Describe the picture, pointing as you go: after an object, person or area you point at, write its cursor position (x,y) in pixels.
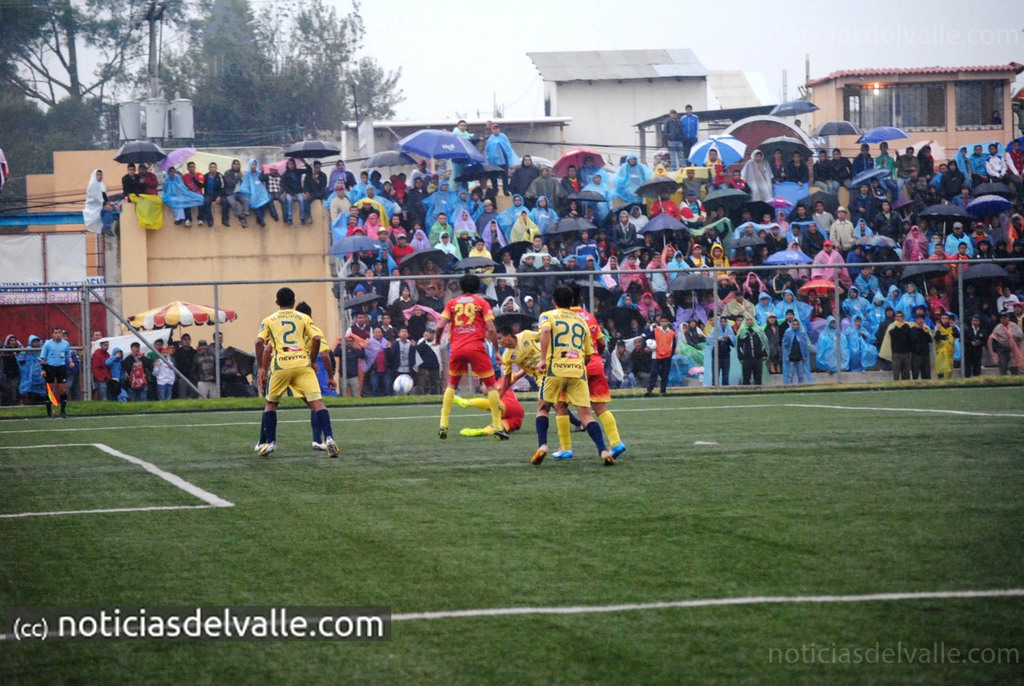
In this picture we can see a group of people (457,385) playing on the ground (391,422). In front of the people (309,354) there are groups of people (532,277) sitting and some people (639,182) are standing and holding umbrellas (465,157). Behind the people (421,220) there are houses (902,87), trees (266,41) and a sky (476,67). On the image there is a watermark (356,626).
